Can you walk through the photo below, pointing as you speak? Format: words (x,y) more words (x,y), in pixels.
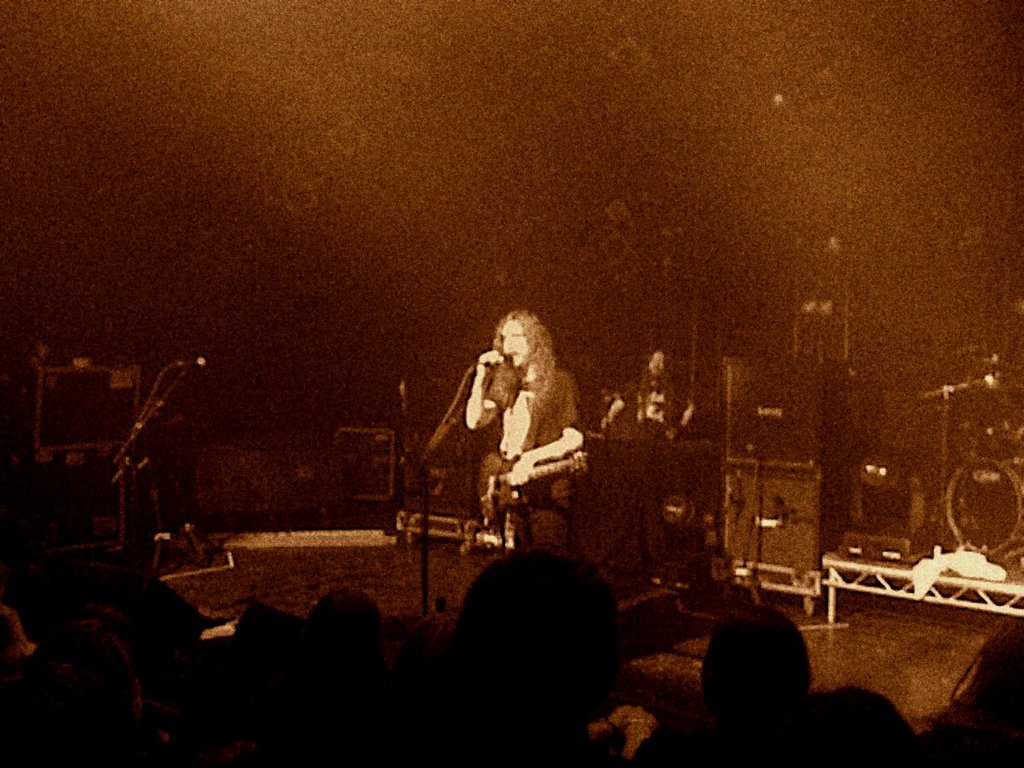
This image consists of few persons (483,621). It looks like a concert. In the front (548,470), we can see a man (534,453) singing and holding a guitar (494,471). In the background (874,498), there are musical instruments (753,409) and the background (532,276) is too dark.
